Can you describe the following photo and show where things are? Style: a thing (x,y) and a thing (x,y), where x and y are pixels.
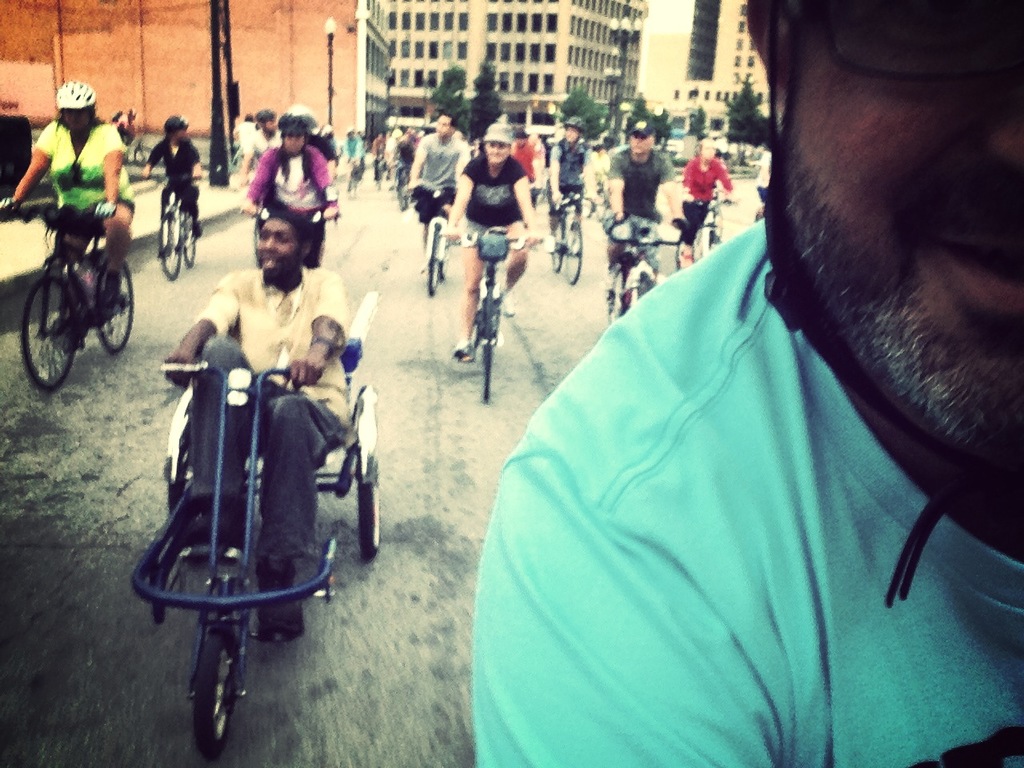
In this picture we can see group of people (263,121) riding bicycles (508,243) on the road (370,165) and some wore helmets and in the background (321,13) we can see building (478,9), pole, light (332,23), trees (460,100).
